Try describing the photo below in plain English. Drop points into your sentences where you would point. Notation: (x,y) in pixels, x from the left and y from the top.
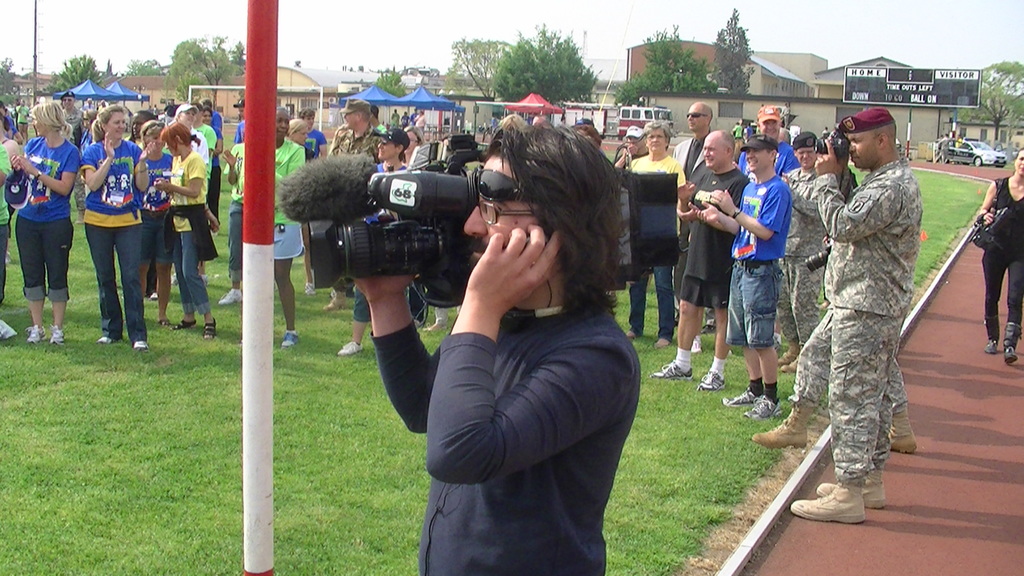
In this picture we can see a group of people (69,134) standing and a person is walking on the walkway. There are three people (529,261) holding the cameras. On the left side of the people (529,261) there is a pole (275,48). Behind the people (182,191) there are stalls (359,94), trees (70,78), some vehicles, a board (950,72) and houses (779,86). Behind the houses (347,71) there is the sky (364,59).
